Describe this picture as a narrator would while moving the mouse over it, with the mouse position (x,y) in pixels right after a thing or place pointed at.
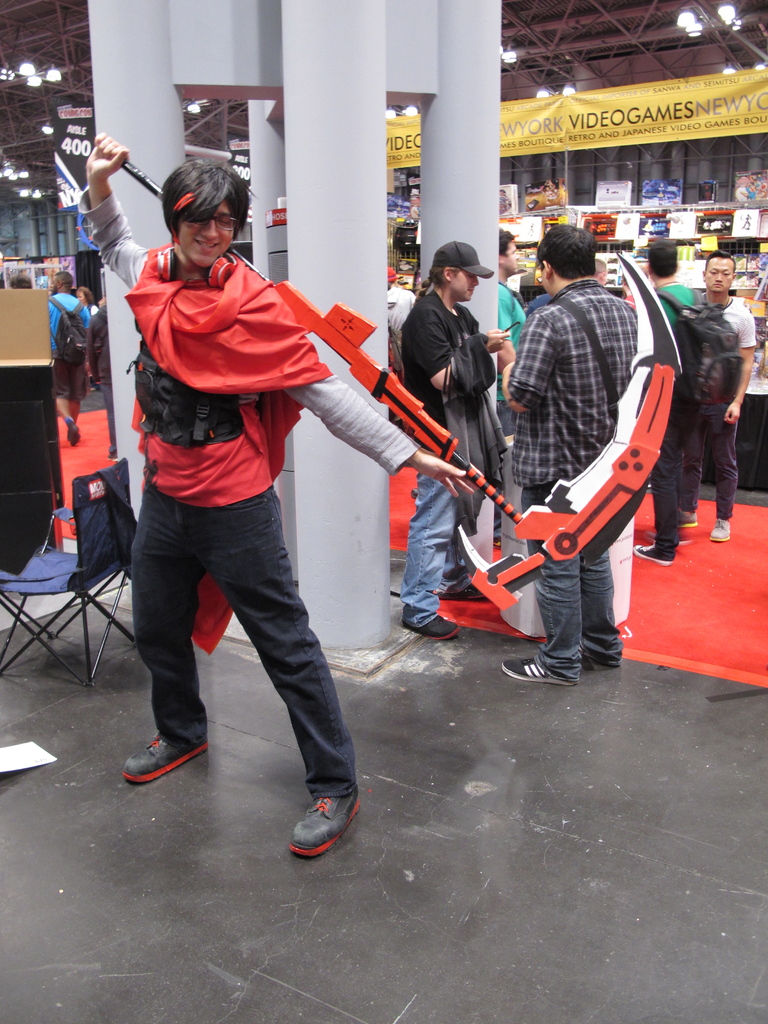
In this image I can see number of people (274,309) are standing where in the front (246,357) I can see one of them is wearing costume (142,505) and holding a weapon (554,505). In the background (667,487) I can see few of them (541,494) are carrying bags (83,345). I can also see a chair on the left side (127,481) and near it I can see four pillars (363,199). In the background (43,131) I can see few boards (737,129), number of lights (721,19) and on these boards (701,95) I can see something is written. I can also see number of stuffs (752,199) in the background (713,228).
